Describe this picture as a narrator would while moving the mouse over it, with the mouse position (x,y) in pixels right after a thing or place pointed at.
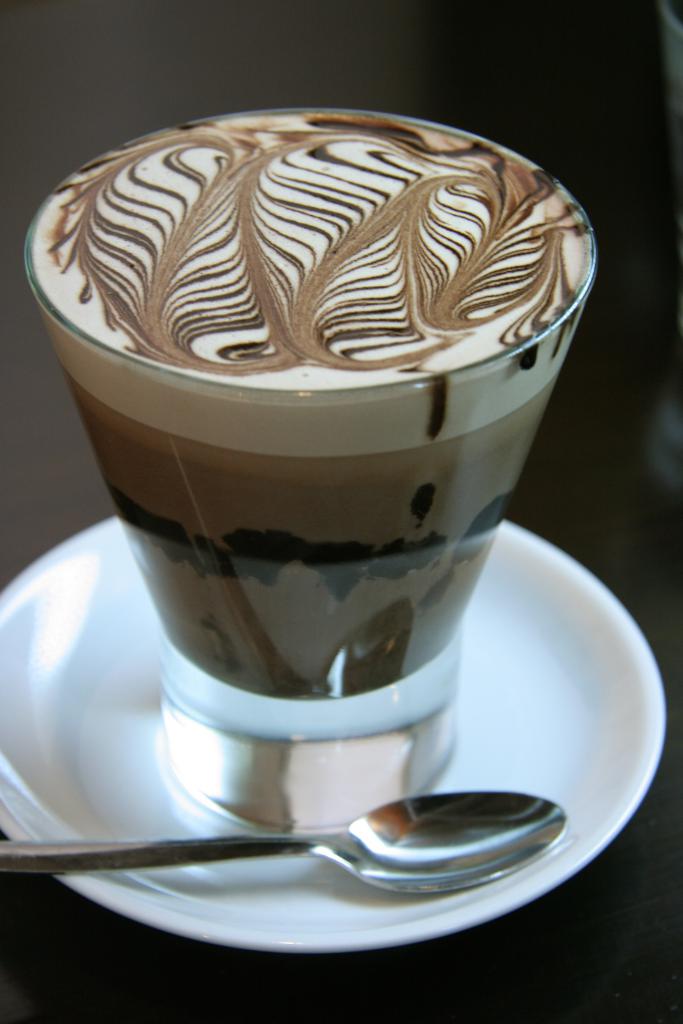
In this picture we can see a glass (299,404) with drink (356,260) in it, and also we can see a plate (513,557) and spoon (419,855).
